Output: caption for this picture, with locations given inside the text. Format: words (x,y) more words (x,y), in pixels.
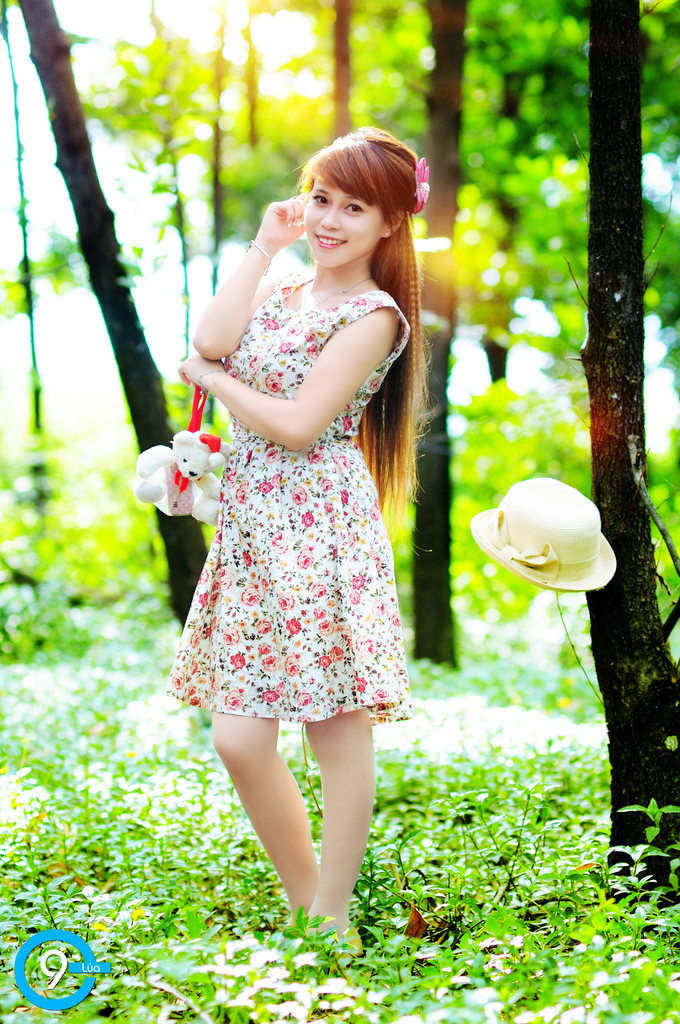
In this image we can see a girl (336,434) standing. And we can see the doll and a hat (566,535). And we can see the surrounding plants (368,850) and trees (478,508).
